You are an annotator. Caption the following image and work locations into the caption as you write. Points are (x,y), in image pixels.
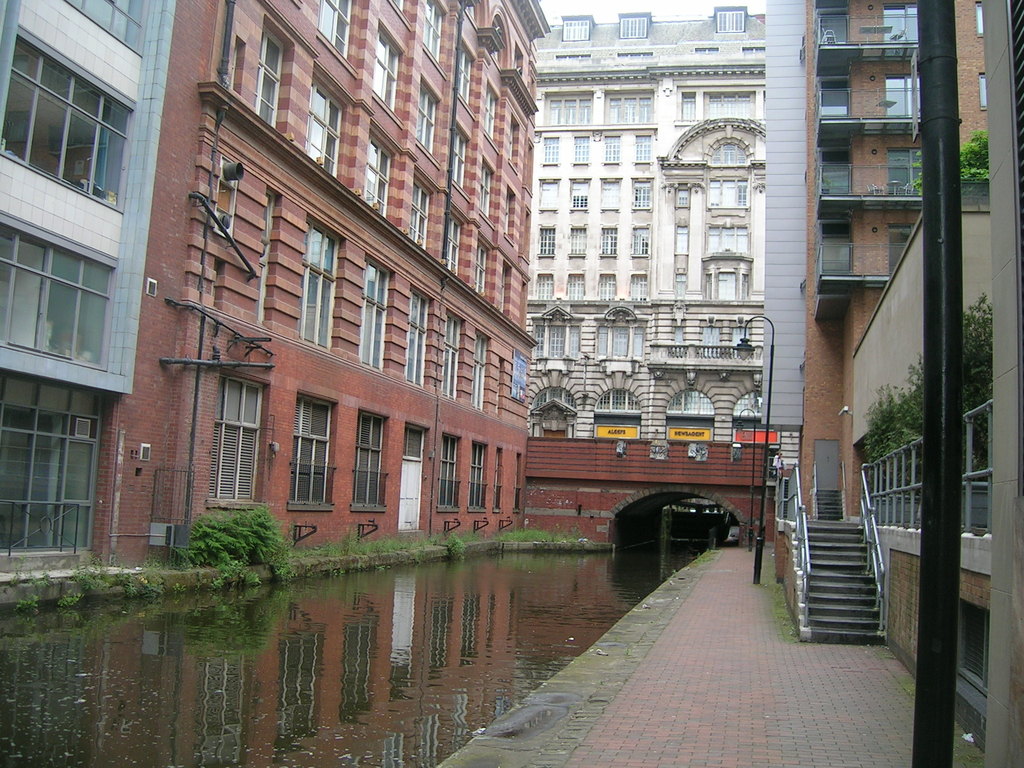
In this image there is a pavement (794,651) having few street lights (761,583) and a staircase (829,604). Beside there is a wall (908,558) having fence (904,506) on it. Behind there are few plants (915,407). Right side (939,737) there is a pole (945,580). Left side (250,759) there is water (416,673), beside there are few plants (232,549) on the floor (134,573). Background (168,409) there are few buildings (147,557).
